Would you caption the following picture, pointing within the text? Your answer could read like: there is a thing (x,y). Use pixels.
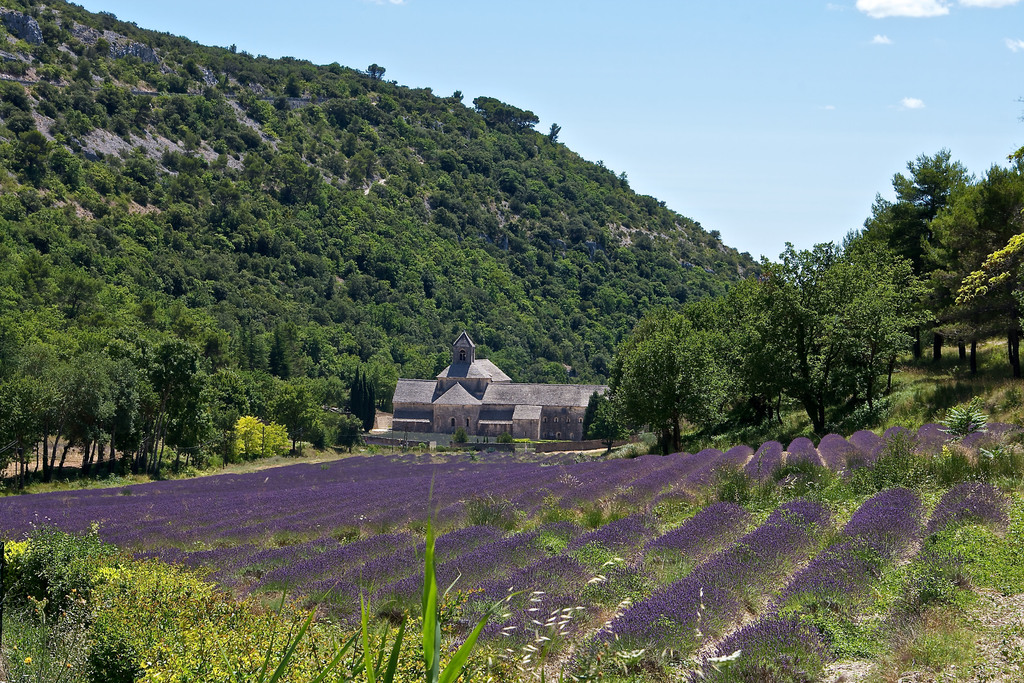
In this picture there is a building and there are trees (624,417). At the top (613,93) there is sky (682,93) and there are clouds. At the bottom (640,535) there are purple color flowers (759,560) and there are plants (528,608).
